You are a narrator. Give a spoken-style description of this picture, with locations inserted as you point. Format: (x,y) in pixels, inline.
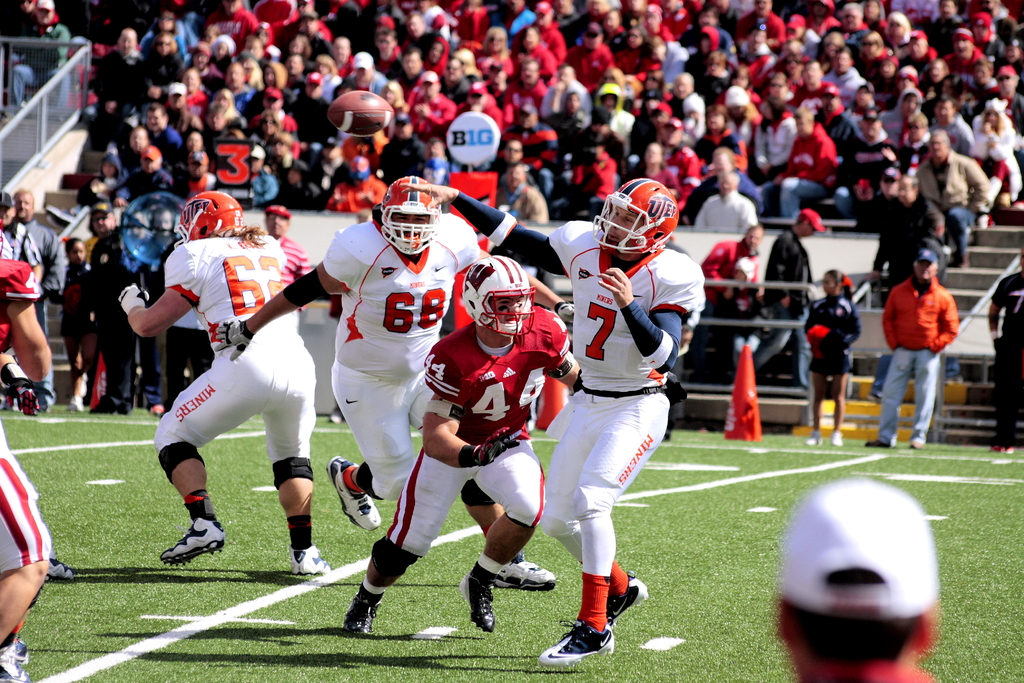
In the middle of the image (560,231) few people (513,231) are playing rugby ball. Behind them we can see a fencing (28,134). Behind the fencing (37,63) few people (488,9) are standing, sitting and watching. At the bottom of the image (135,602) we can see grass (98,425).
